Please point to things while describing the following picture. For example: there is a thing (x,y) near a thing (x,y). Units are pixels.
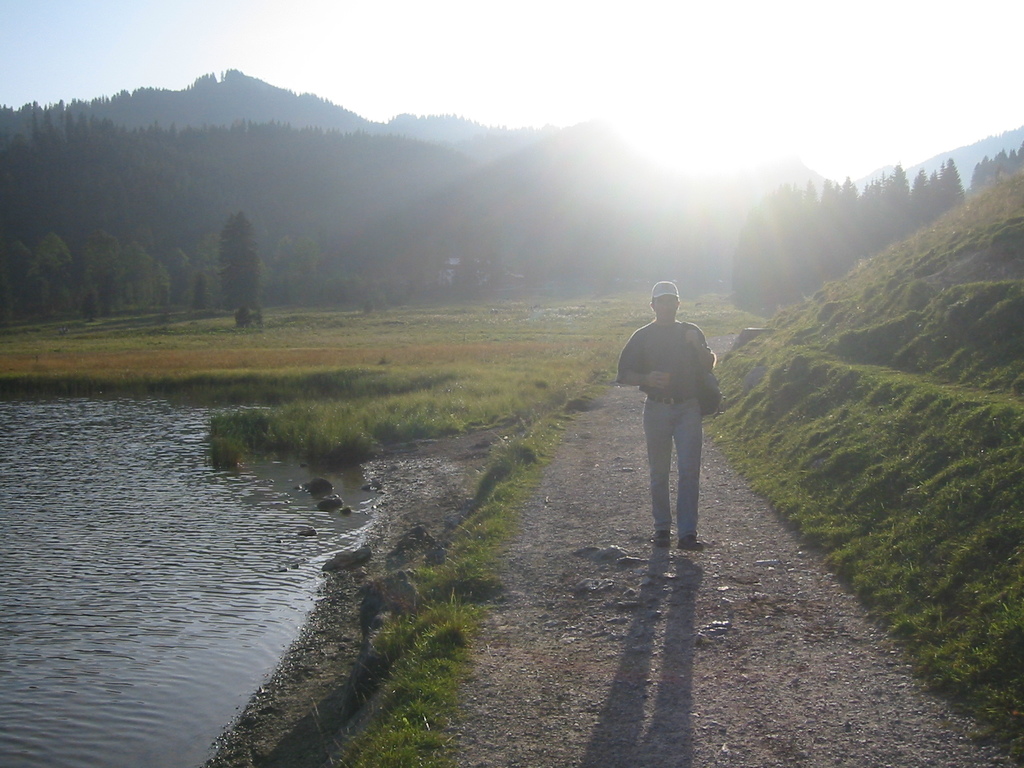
In this image we can see a person (653,376) wearing cap (656,296) and bag (706,376). On the left side (155,553) there is water (175,543). On the ground (383,344) there is grass (866,462). In the back (390,176) there are trees (443,128). Also there is sky (436,30).
